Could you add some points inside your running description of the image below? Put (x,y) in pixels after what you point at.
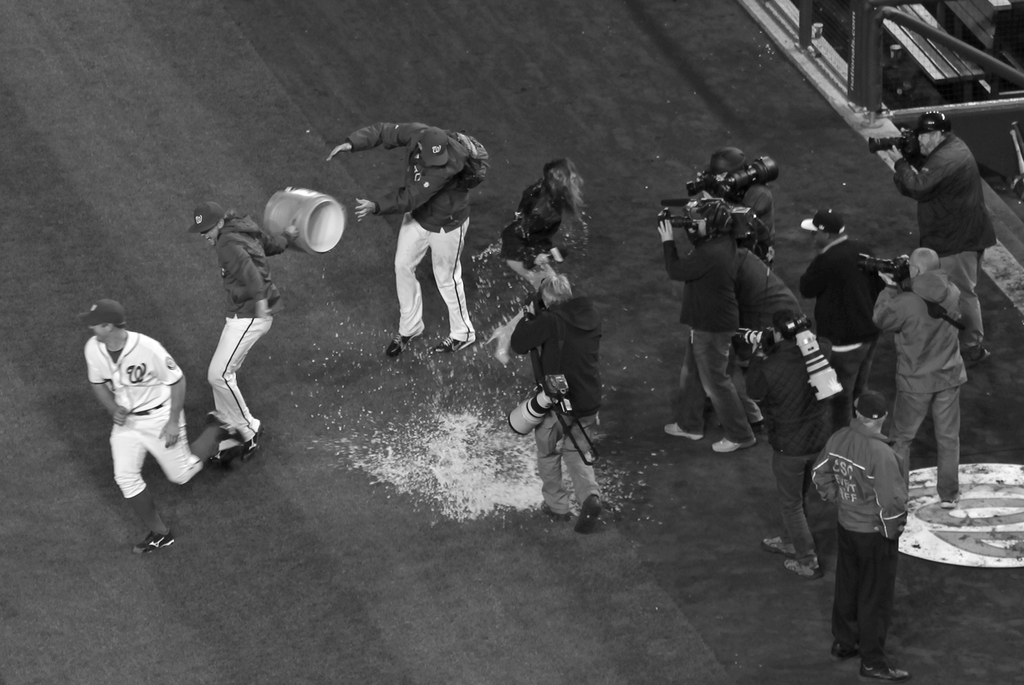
In the picture I can see people (447,348) are standing among them some are holding cameras (684,214) and some other objects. In the background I can see some other objects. This picture is black and white in color.
